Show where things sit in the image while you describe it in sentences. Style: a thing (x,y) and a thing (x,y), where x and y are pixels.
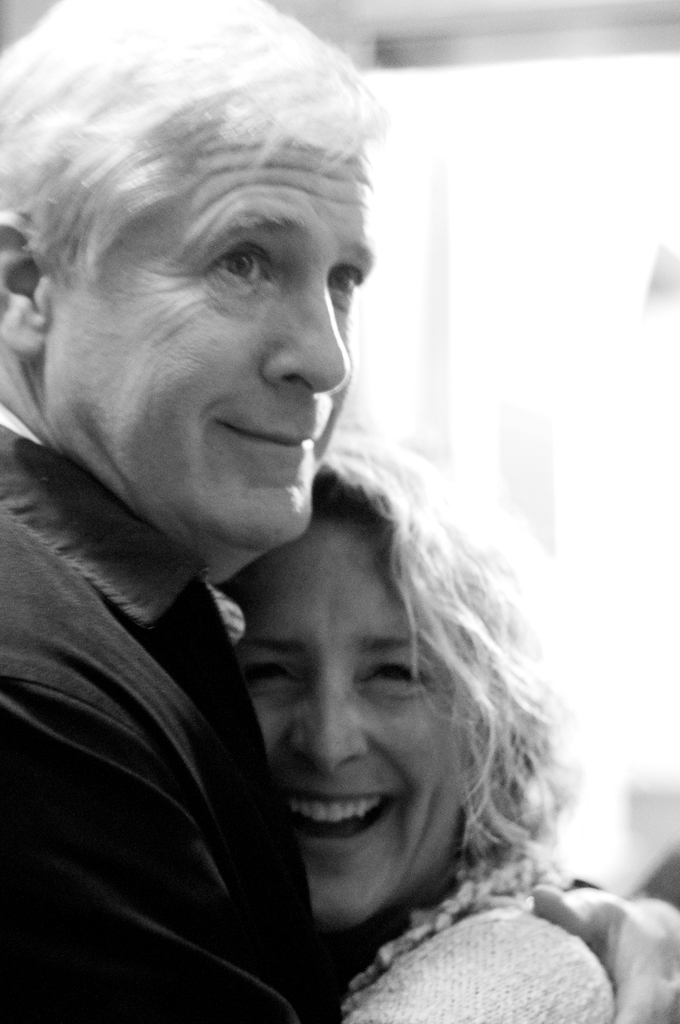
A couple (295,597) is wearing clothes (513,949) and hugging each other.
